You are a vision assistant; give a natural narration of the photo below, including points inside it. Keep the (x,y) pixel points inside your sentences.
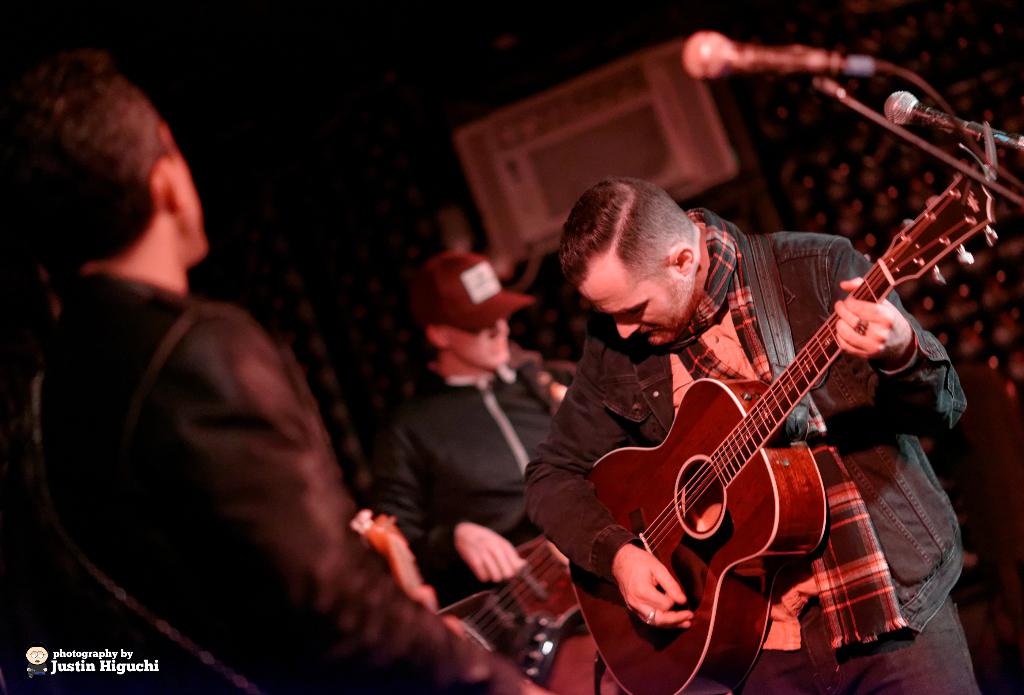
In this image there are three persons (577,402). In front (720,490) person (748,680) is standing and playing the guitar (714,501). There is a mic (737,64) and a stand (900,128).
